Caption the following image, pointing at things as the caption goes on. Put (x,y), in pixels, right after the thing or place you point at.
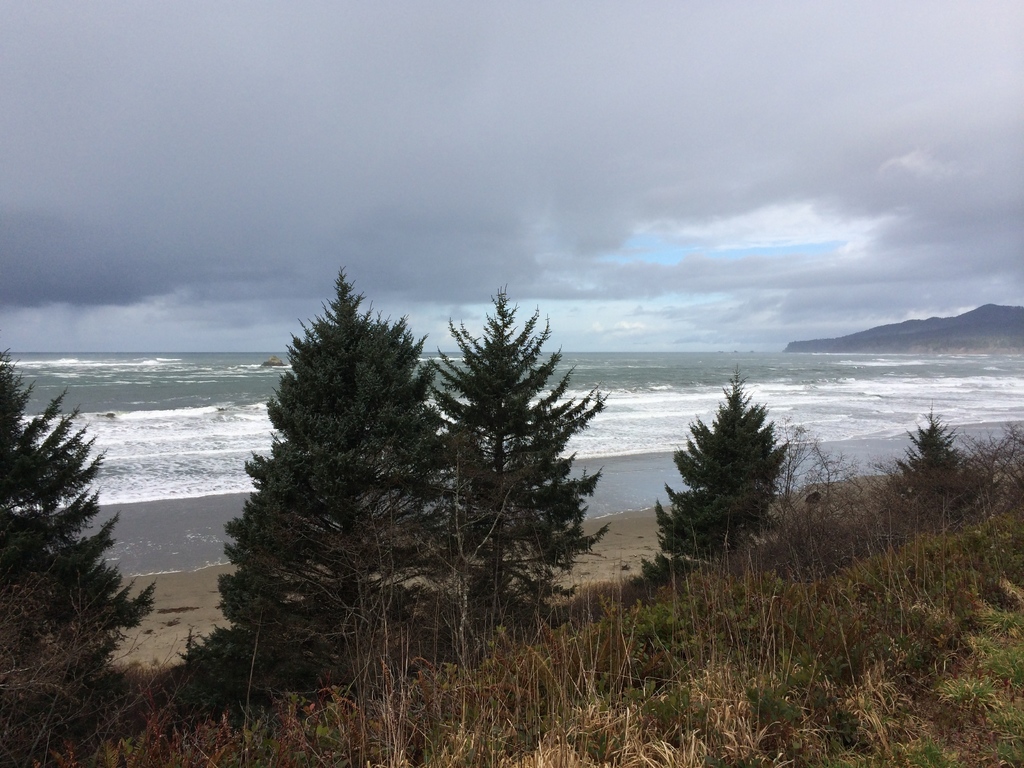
In the image there are many trees (349,589) in the front (524,590), behind it its a ocean (182,439), on the right side (886,338) there is a hill (980,334) and above its sky (491,223) with clouds (223,178).
